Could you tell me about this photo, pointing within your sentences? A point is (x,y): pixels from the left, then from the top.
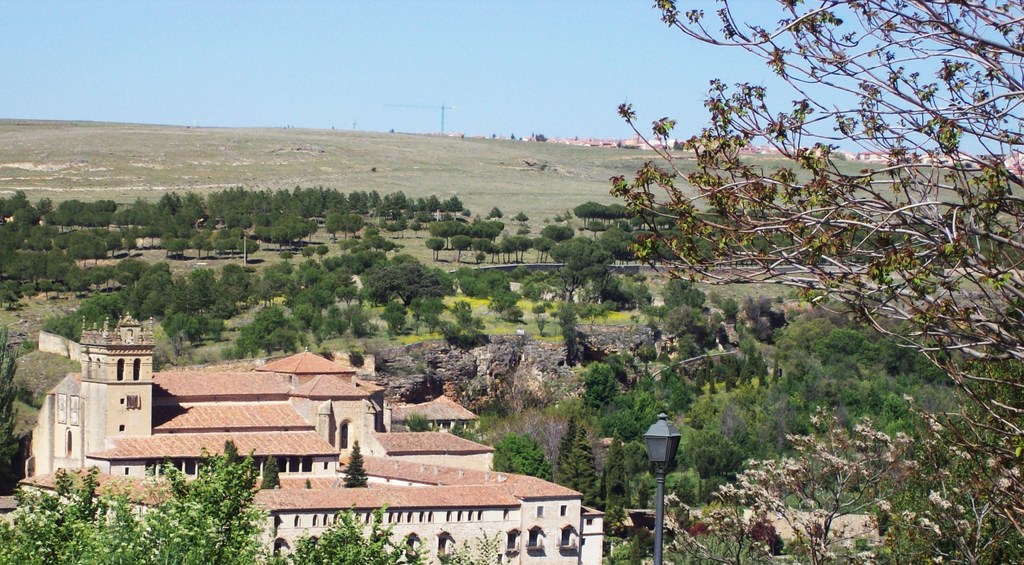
This looks like a building (325,490) with windows (514,536). I can see the trees (171,519). This looks like a hill (523,359). I think this is the light pole (663,483). In the background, I can see a pole (441,122) and few buildings (609,142).
